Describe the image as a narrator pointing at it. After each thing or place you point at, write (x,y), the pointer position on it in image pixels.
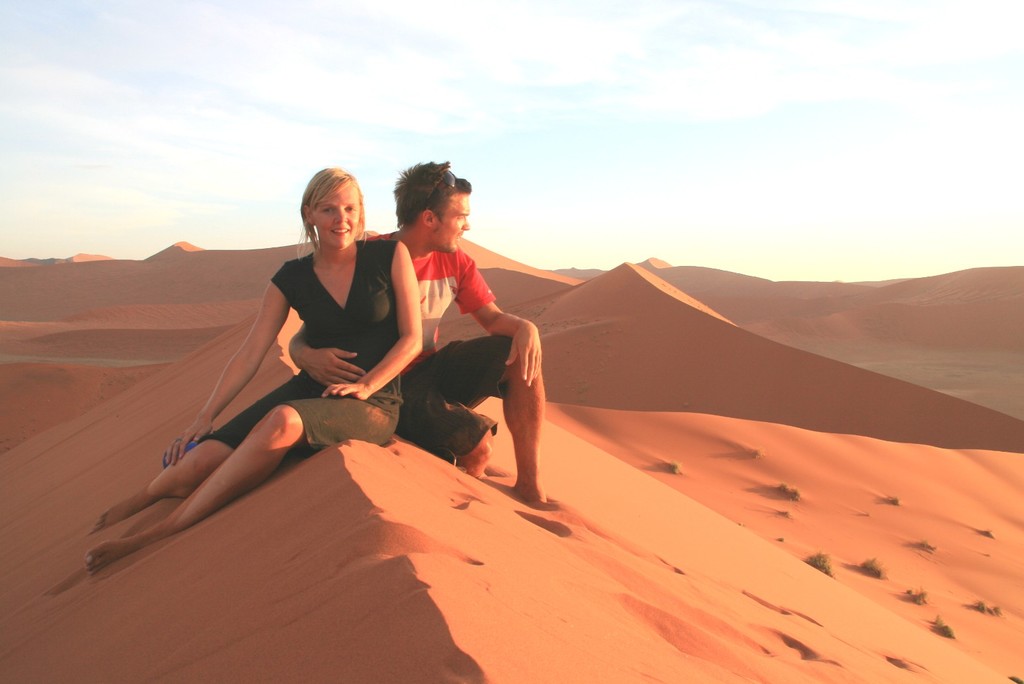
In this image there are two persons (207,447) in the foreground (423,304). There is sand (207,575) at the bottom (1009,506). There are small plants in the right corner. There are mountains (1003,344) in the background (1018,296). And there is a sky (836,260) at the top (21,216).
